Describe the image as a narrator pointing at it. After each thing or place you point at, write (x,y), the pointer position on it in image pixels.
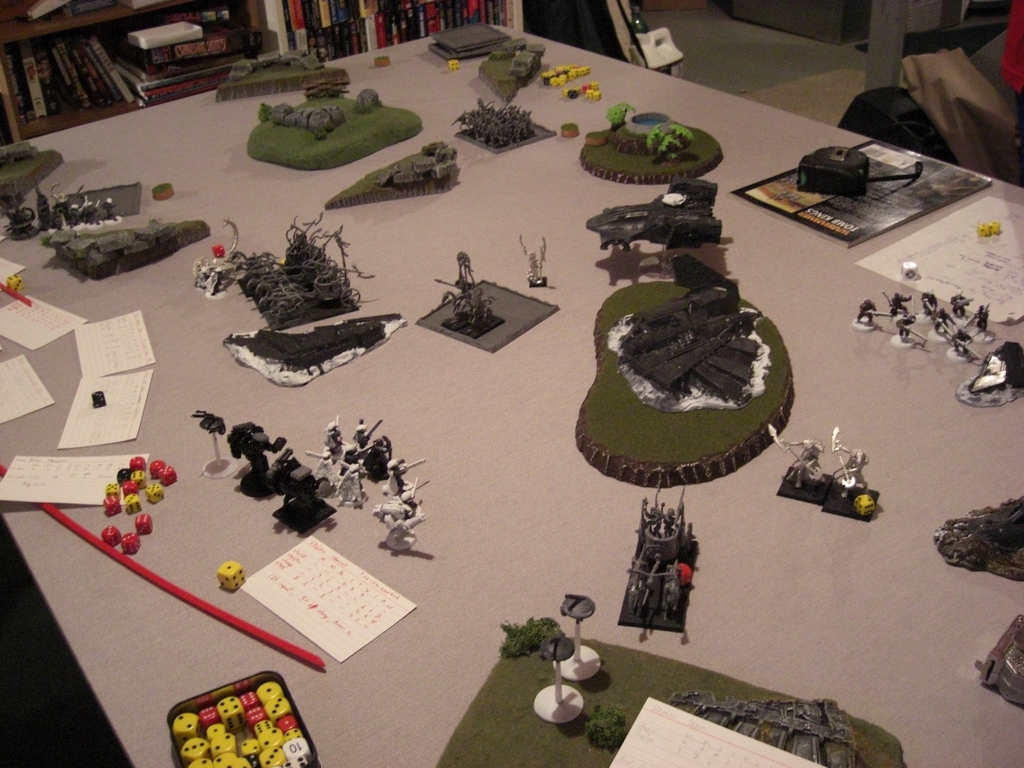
There are few objects (379,461) placed on a table (674,490) and there is a book shelf (275,38) in the background (275,38).
